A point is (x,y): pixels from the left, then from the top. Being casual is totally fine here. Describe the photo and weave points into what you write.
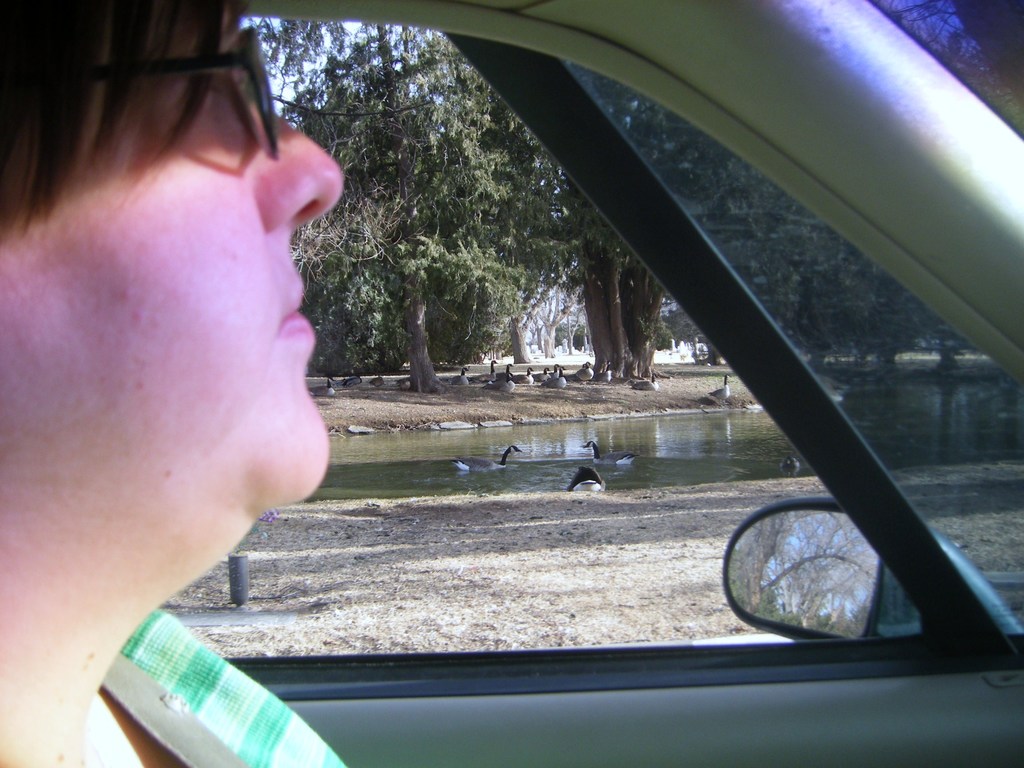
Here a person (94,335) is sitting in the car (847,471), these are trees (407,270), this is water (688,458).
